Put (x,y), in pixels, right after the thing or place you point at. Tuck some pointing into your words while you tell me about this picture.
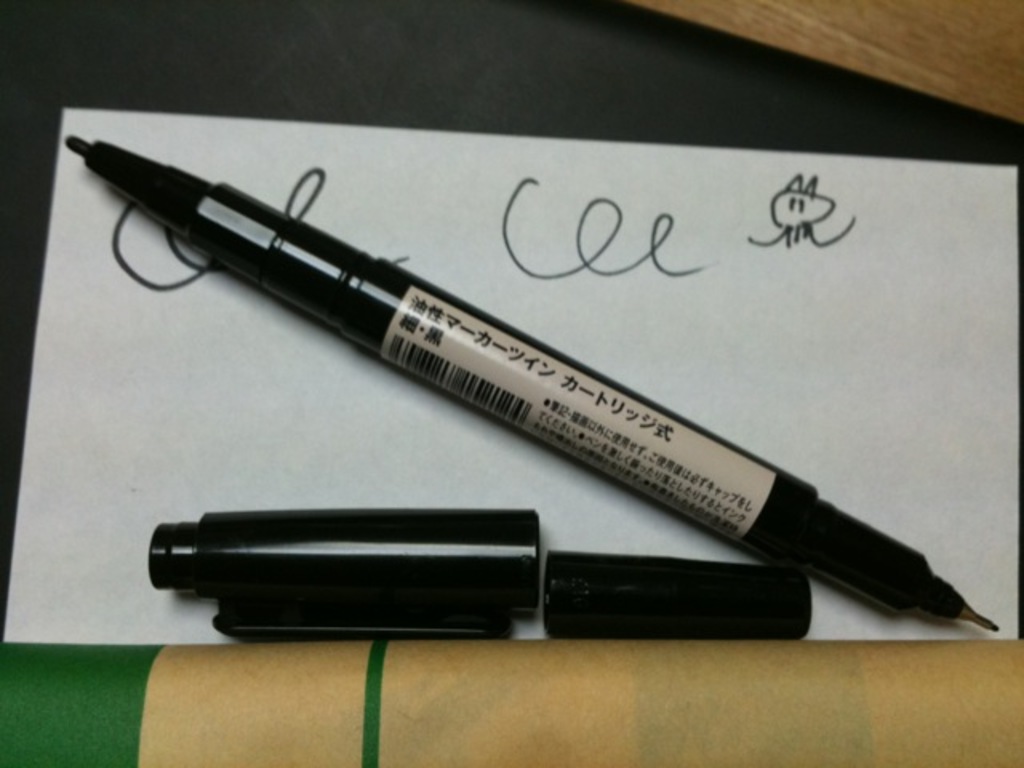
In this image in the center (418,451) there is one pen (799,495) on a card (410,454), and on the card (570,255) there is some text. In the background (390,78) it looks like a table (291,35), at the bottom (415,716) there is some object (502,711).
